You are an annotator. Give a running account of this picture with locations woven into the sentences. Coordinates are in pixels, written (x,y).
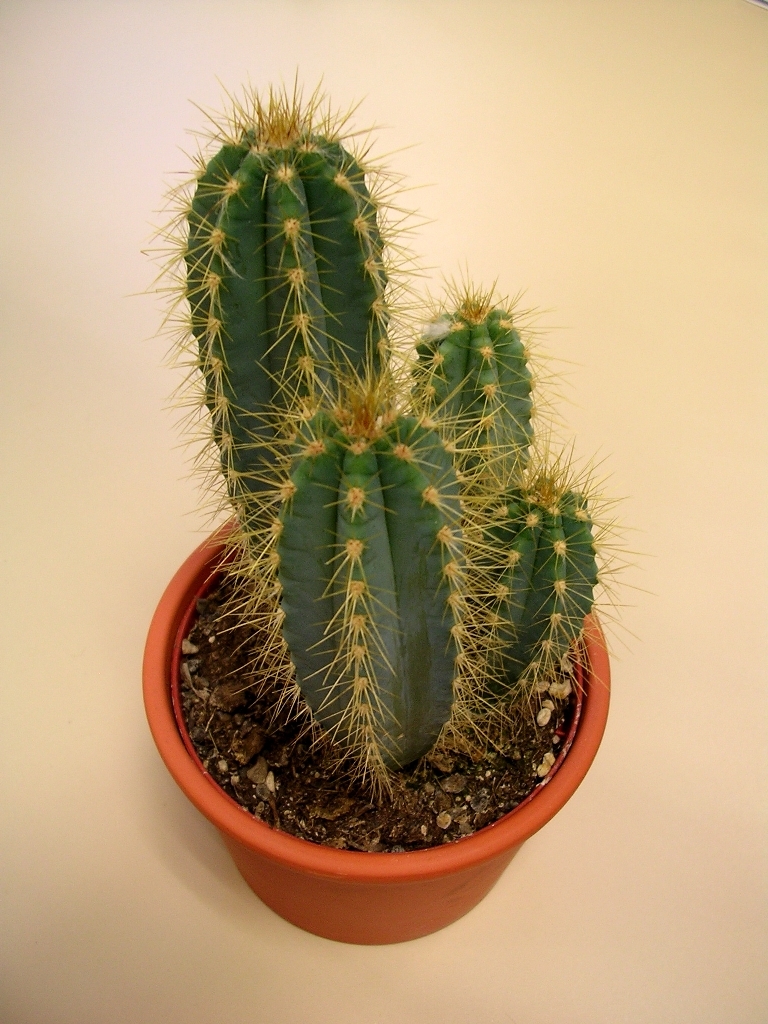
In this image we can see a cactus plant (443,697) in a pot (454,879) placed on the surface (582,979).
